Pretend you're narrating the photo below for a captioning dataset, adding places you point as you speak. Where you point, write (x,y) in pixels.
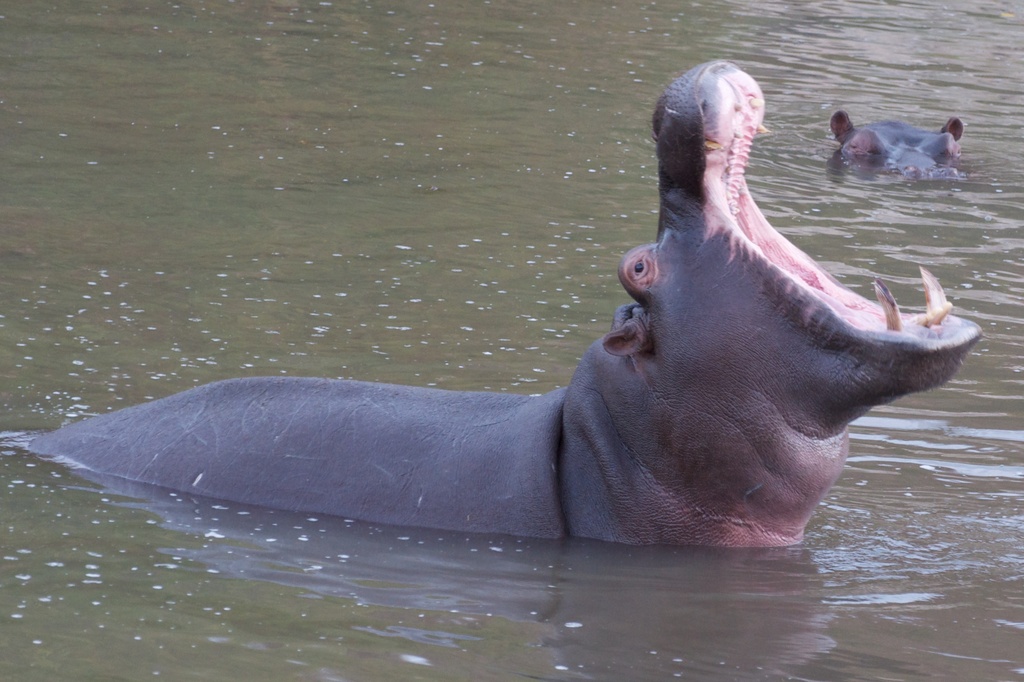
In this image we can see two animals (793,291) in the water (206,297).
